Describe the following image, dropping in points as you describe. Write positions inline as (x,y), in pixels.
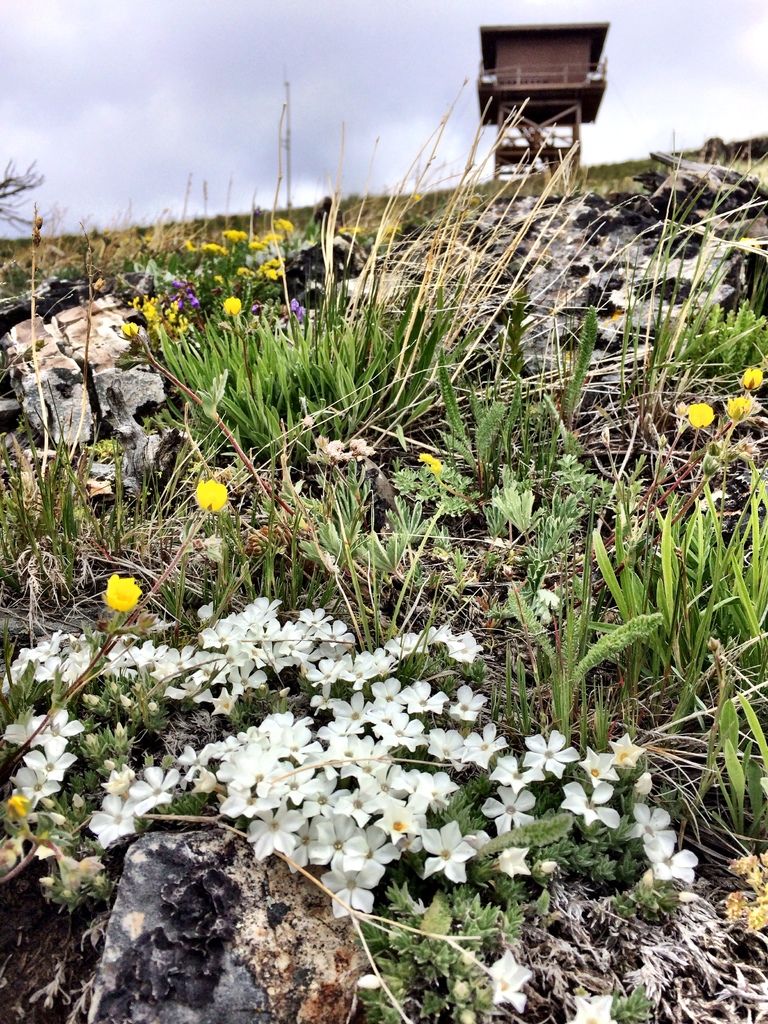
In this picture we can see few plants (704,664) and flowers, in the background (434,169) we can see a tower (554,47) and clouds (278,129).
